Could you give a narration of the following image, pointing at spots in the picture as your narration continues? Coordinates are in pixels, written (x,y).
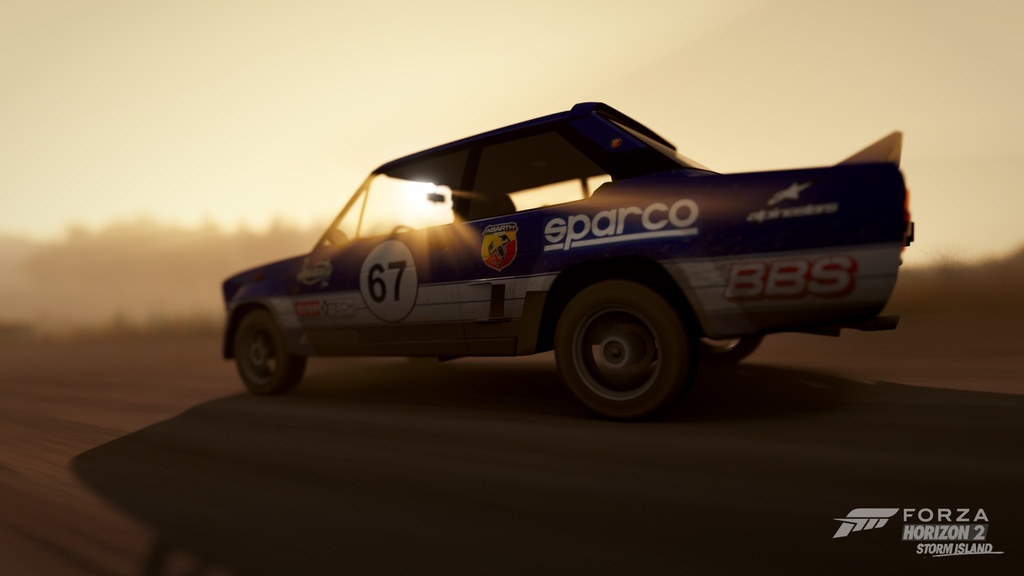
In this picture I can observe a car (438,281) moving on the road (385,437). In the background (289,96) I can observe sky (408,96). In the bottom right side (901,514) I can observe watermark (912,528).
